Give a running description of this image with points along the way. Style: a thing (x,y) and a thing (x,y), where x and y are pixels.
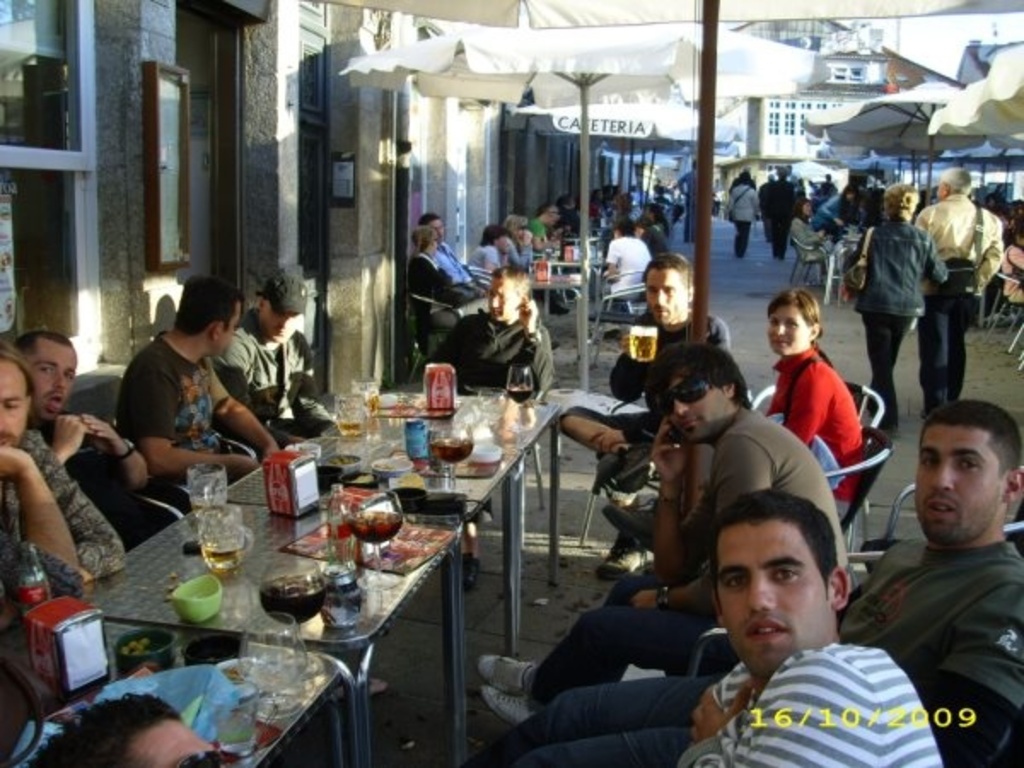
In this picture we can see there are umbrellas (664,102) with stand (586,349) and there are groups of people (618,454), some people (504,378) are sitting on chairs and some people (767,221) are standing. In front of the sitting people (643,507), there are tables (255,497) and on the tables (222,628) there are glasses (223,570), a bottle (39,564) and some objects (347,477). Behind the umbrellas (568,96), there are buildings (49,94). On the image, there is a watermark (821,714).
